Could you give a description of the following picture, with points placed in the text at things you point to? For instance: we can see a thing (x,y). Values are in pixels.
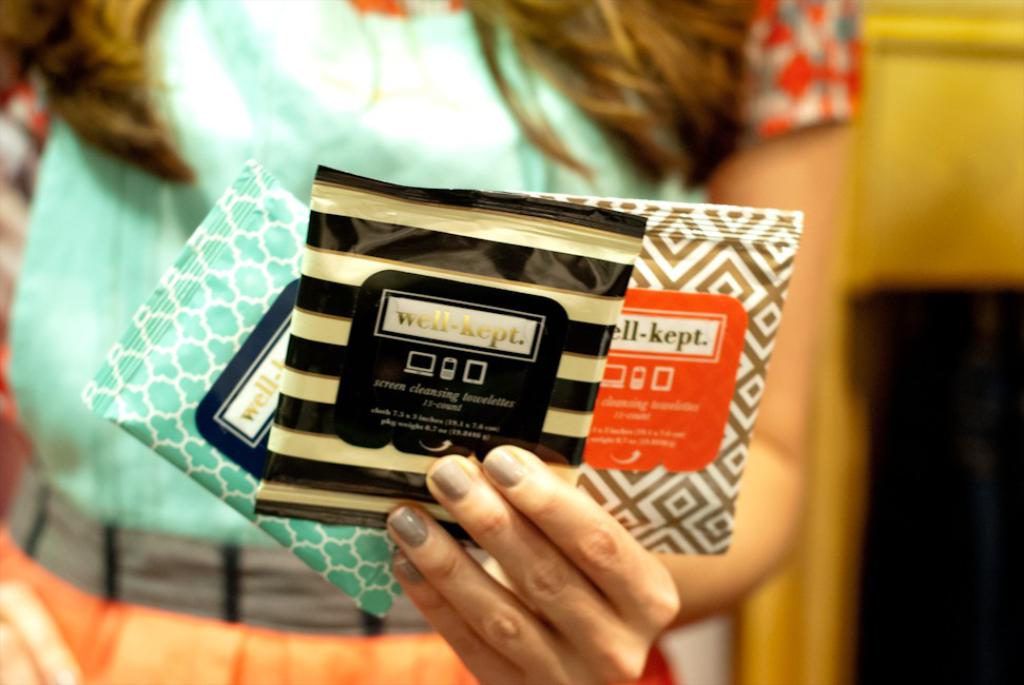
In this picture there is a woman (144,160) standing and holding the three different sachets (371,421). At the back (881,461) the image is blurry.
